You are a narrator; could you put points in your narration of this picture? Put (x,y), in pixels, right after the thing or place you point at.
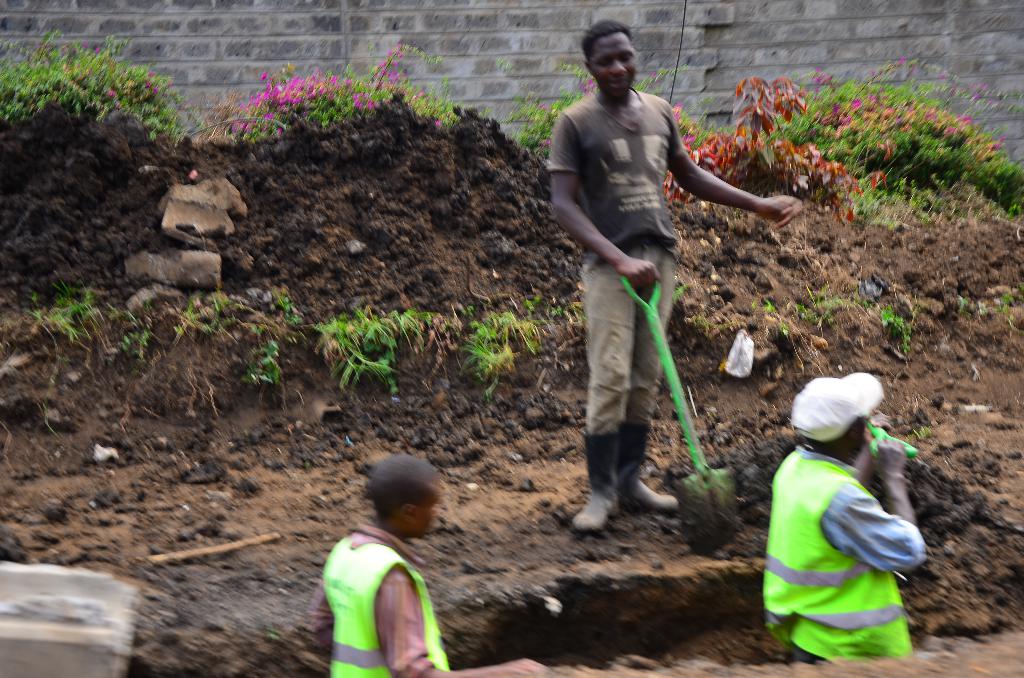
In this image in the foreground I can see two people (846,649) and in the middle (594,321) I can see a person (635,208) holding spade (716,524) and there are many plants (965,134) around and in the background (496,36) I can see the wall (419,22).
